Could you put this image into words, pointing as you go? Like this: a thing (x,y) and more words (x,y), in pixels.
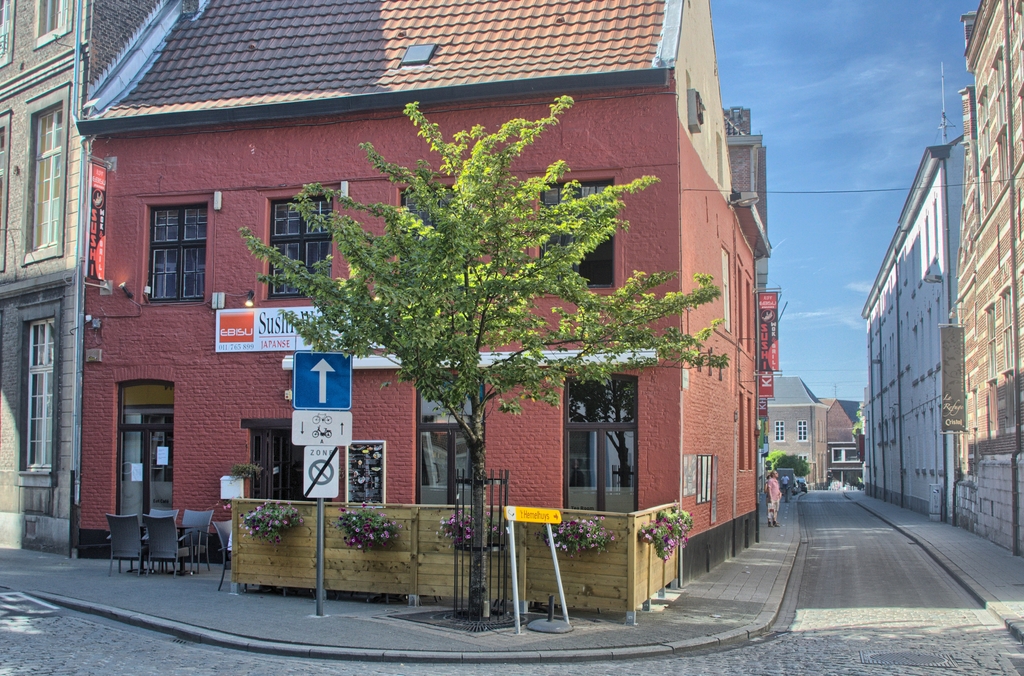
In this image we can see buildings (404,190), plants (456,317), boards (254,322) with some text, fence (359,560) and we can also see a person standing on the road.
